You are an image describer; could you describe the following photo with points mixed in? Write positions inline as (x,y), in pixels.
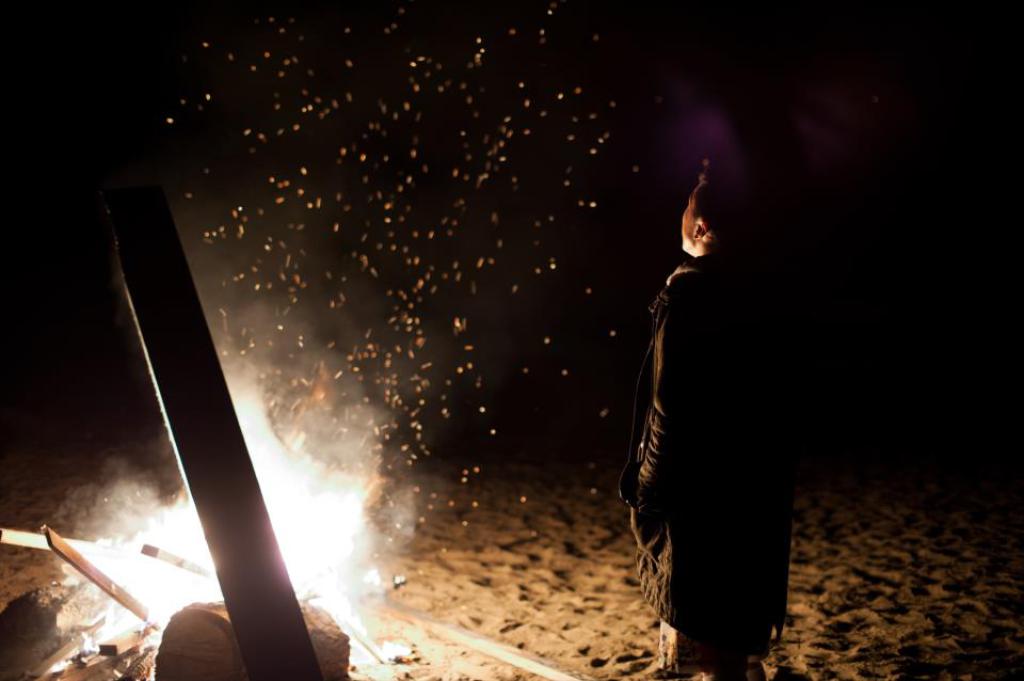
In the image there is a person (702,653) standing on sandy land (611,554) with a campfire (332,574) in front of him.
